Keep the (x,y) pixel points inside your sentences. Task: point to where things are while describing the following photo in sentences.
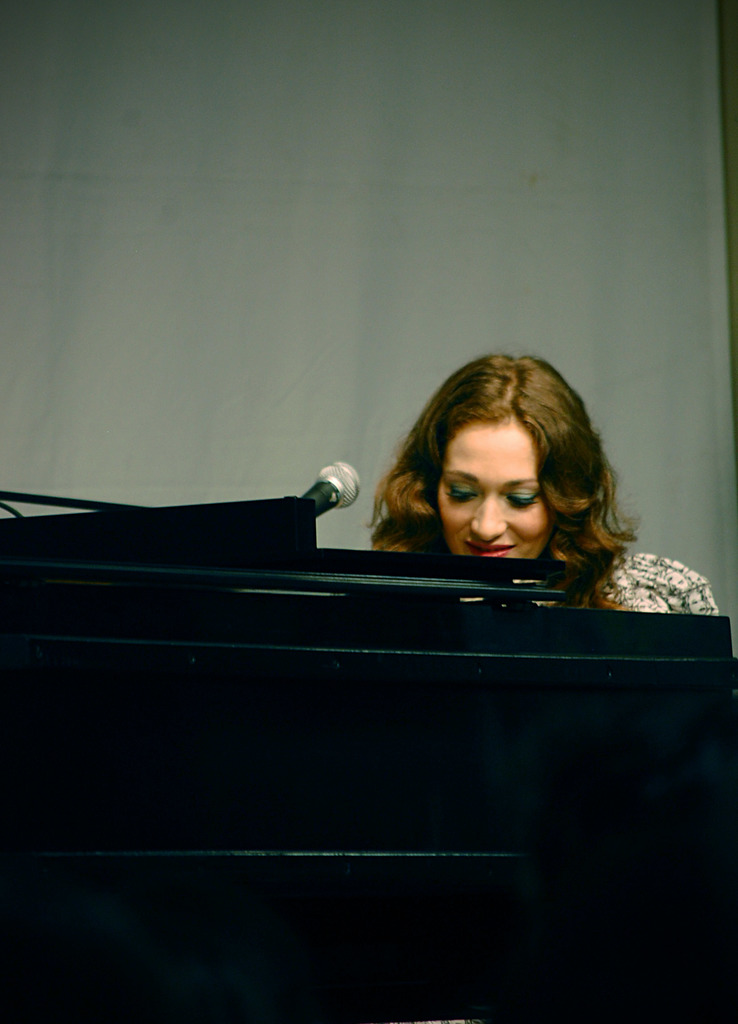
As we can see in the image, there is a woman (553,527). In front of women (524,473) there is a mike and behind the women (497,482) there is a white color wall (432,184).
